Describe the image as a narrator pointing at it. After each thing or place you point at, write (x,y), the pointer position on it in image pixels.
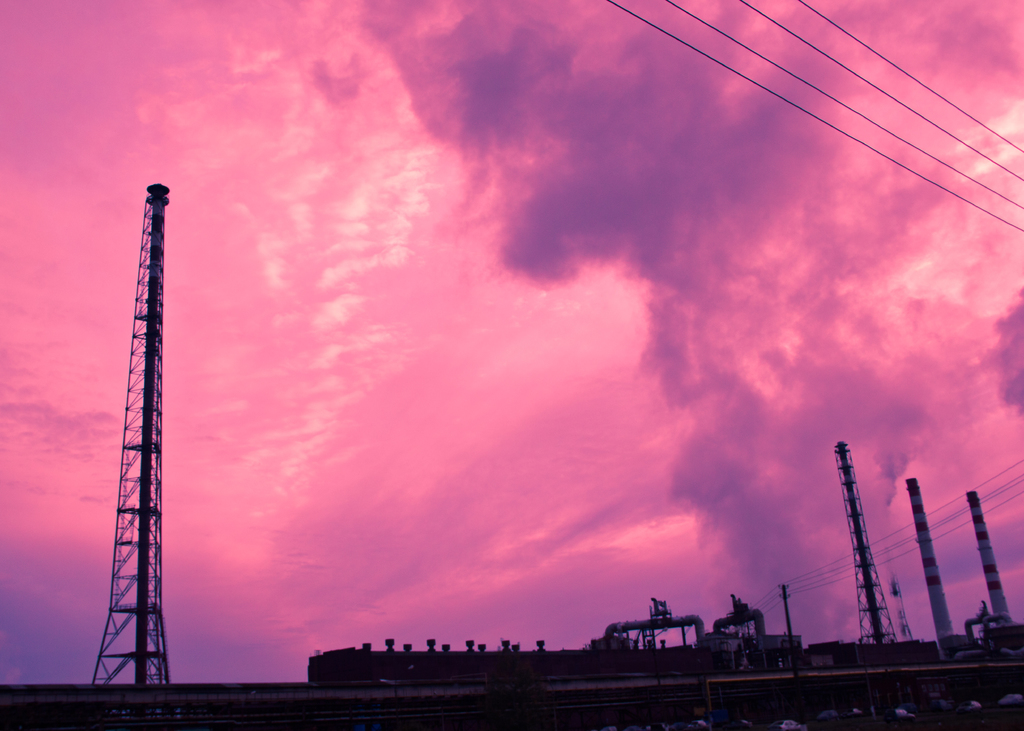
In this image at the bottom (432,701) the image is dark but we can see vehicles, factory (416,668), towers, building (769,655) and poles (791,655). In the background (536,393) we can see pink color clouds (325,402) in the sky (397,304). On the right side (910,522) we can see electric wires (892,66).
